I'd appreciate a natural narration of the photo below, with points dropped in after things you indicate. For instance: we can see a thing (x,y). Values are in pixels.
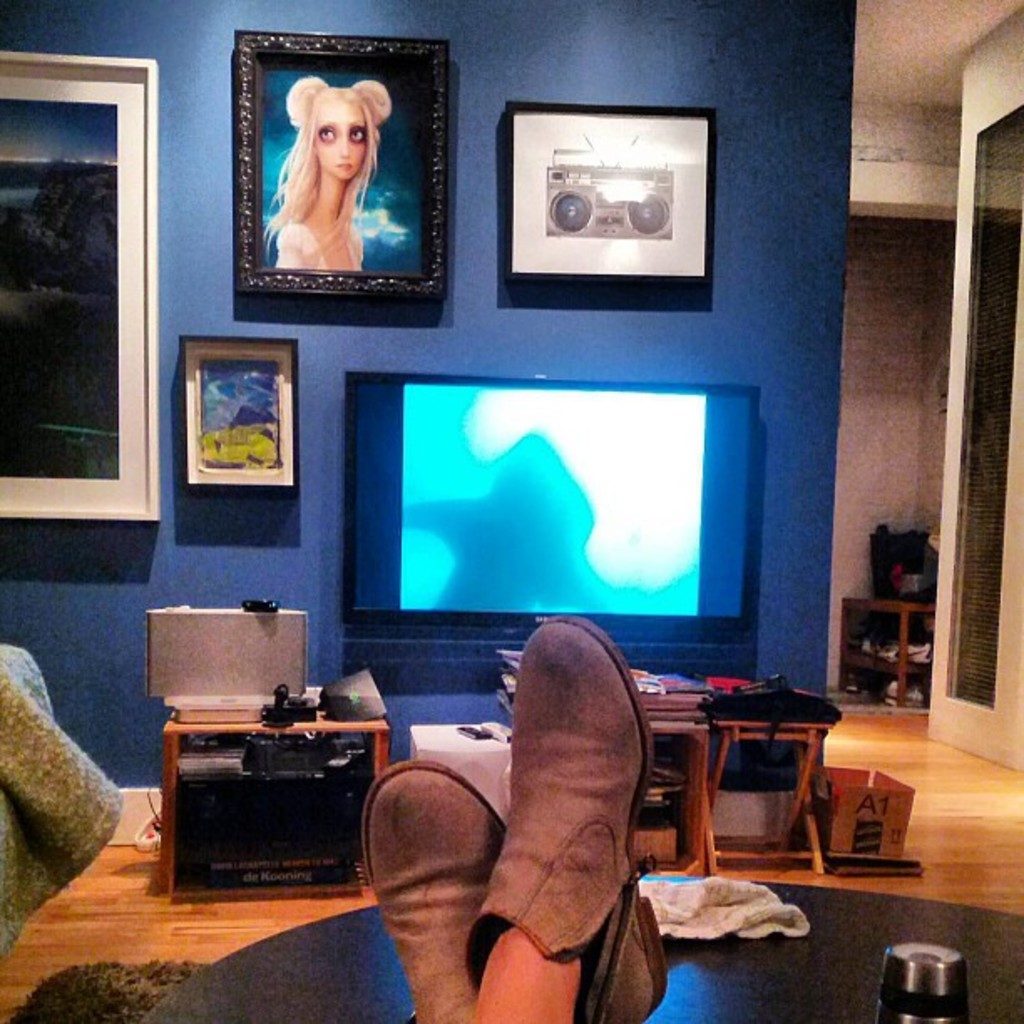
This is a picture taken in a home, This is a wooden floor (1001,898) on the floor (926,825) there table (799,962) on the table (782,962) there are cloth (700,903), shoe (513,889) and bottle (898,979). In front of the table (820,959) there are shelves (286,729) in the shelves (699,736) there are books (690,704), bag (726,708) and some items (298,719) and a television (425,552). Background of this television (414,598) is a blue wall (735,299) with photo frames (1,454).
